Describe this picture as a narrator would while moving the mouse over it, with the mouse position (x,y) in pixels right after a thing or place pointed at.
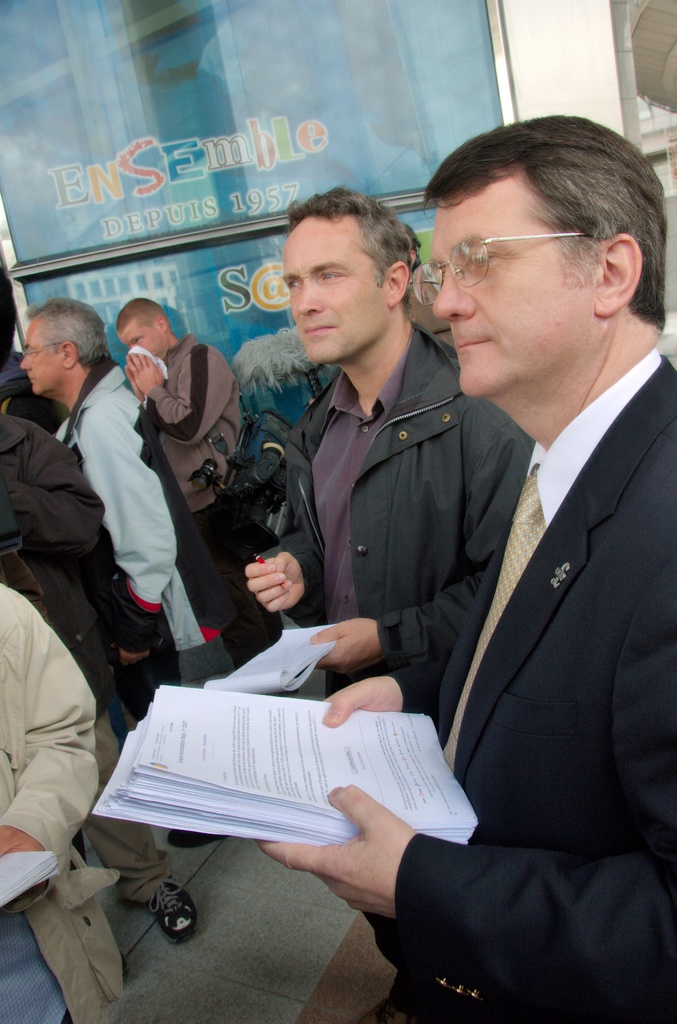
In this image I can see the group of people (204,561) with different color dresses (126,479). In the background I can see the boards (483,125).
